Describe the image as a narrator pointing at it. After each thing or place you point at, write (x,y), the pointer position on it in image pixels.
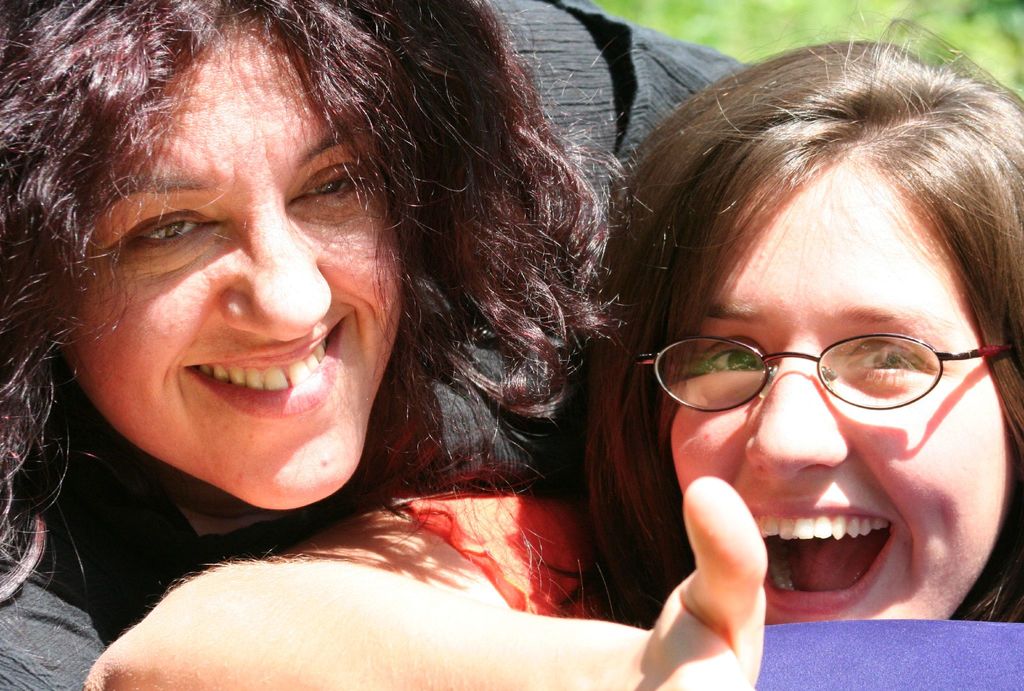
In this image we can see two ladies (601,403) smiling.
